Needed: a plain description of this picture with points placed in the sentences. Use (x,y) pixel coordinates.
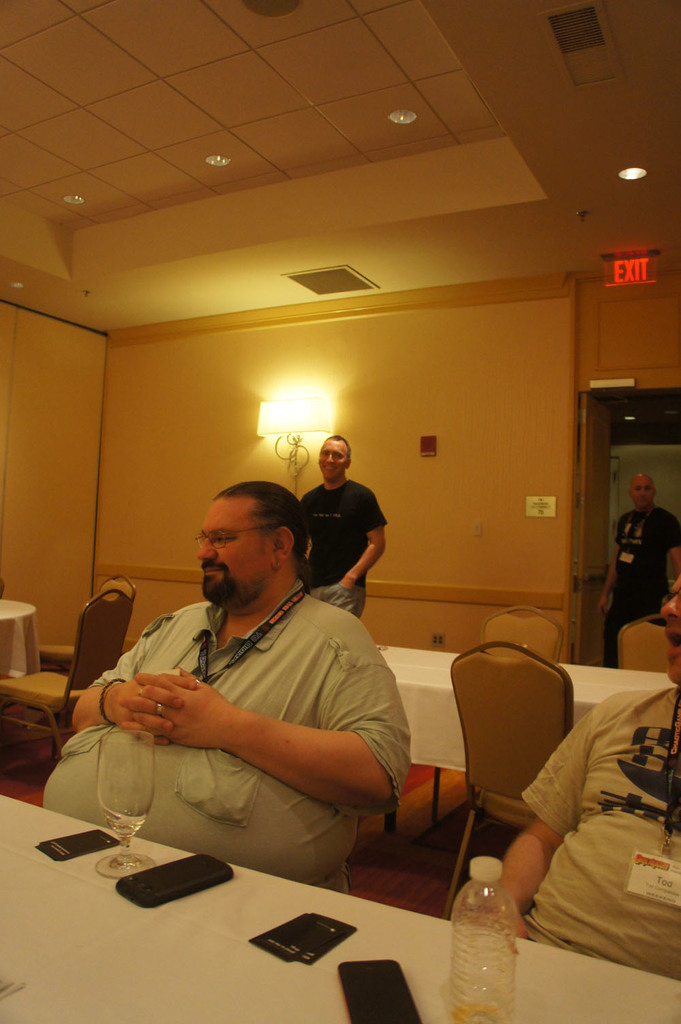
In this image there is a man (158,810) who is sitting on the chair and there is a table (16,837) in front of him on which there is glass (129,795), mobile (144,896), water bottle (479,972) and a cloth (151,940) on it. To the right side (630,921) there is another man (582,875) who is sitting on the chair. At the background (442,507) there is wall (383,396), light (282,402) and the exit board (618,268). At the top (322,86) there is ceiling (223,170) and a small light (627,177). At the back side (362,510) there is another man (352,501) who is standing and laughing.
